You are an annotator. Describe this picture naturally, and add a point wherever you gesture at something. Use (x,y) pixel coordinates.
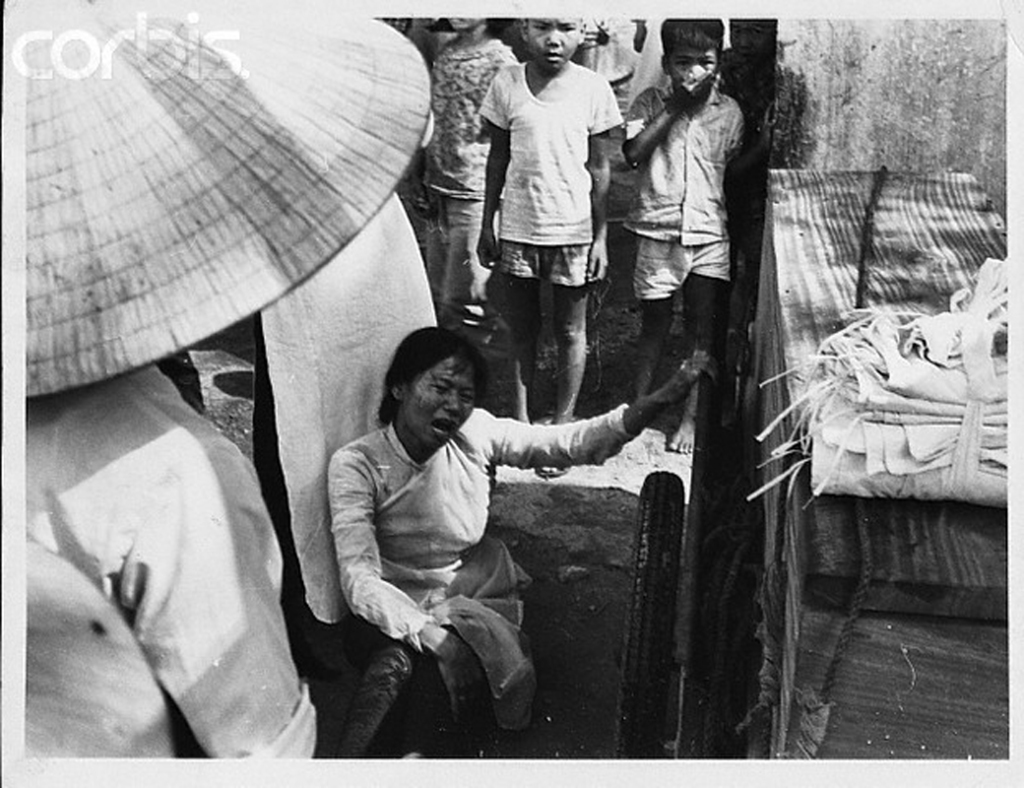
This is a black and white image where we can see this woman (348,572) sitting on the ground (565,492) and these children (722,94) are standing here. Here we can see a cart (682,622) on which we can see a wooden box (934,529) is kept on it. Here we can see a person (123,556) standing on their head (85,245) we can see a hat (200,272) is kept. Here we can see a watermark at the top left side of the image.
